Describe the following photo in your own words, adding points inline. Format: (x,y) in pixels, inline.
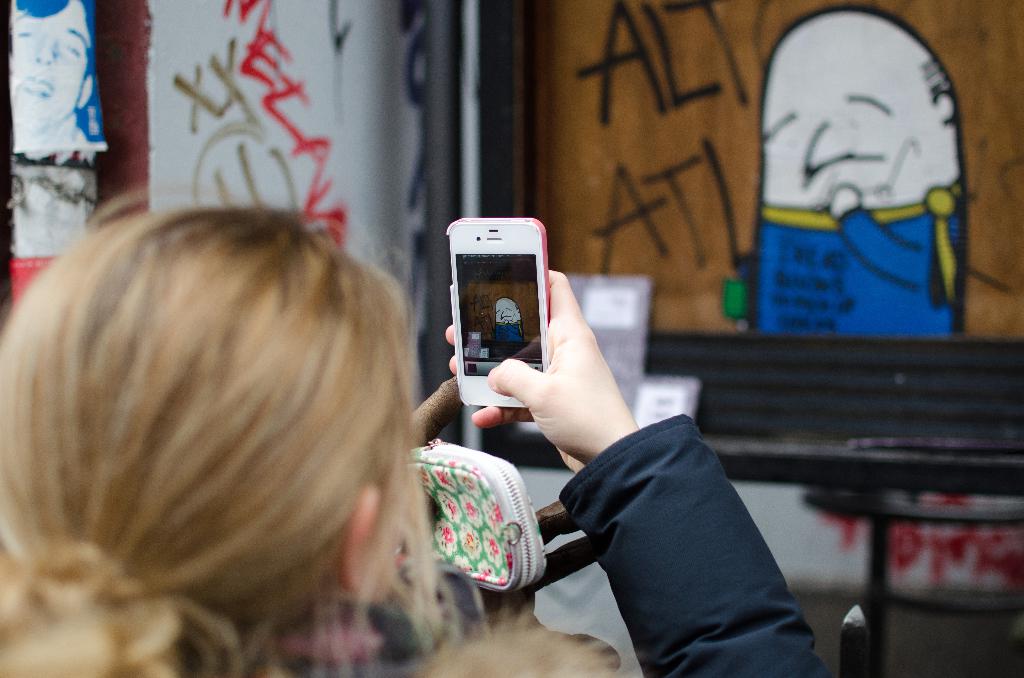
In this picture a woman (741,538) is holding a mobile (530,277) and taking picture of a cartoon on the wall (742,279). There is a purse (437,540) behind this woman (333,463). At the top left corner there is a photo (16,143) of a person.
